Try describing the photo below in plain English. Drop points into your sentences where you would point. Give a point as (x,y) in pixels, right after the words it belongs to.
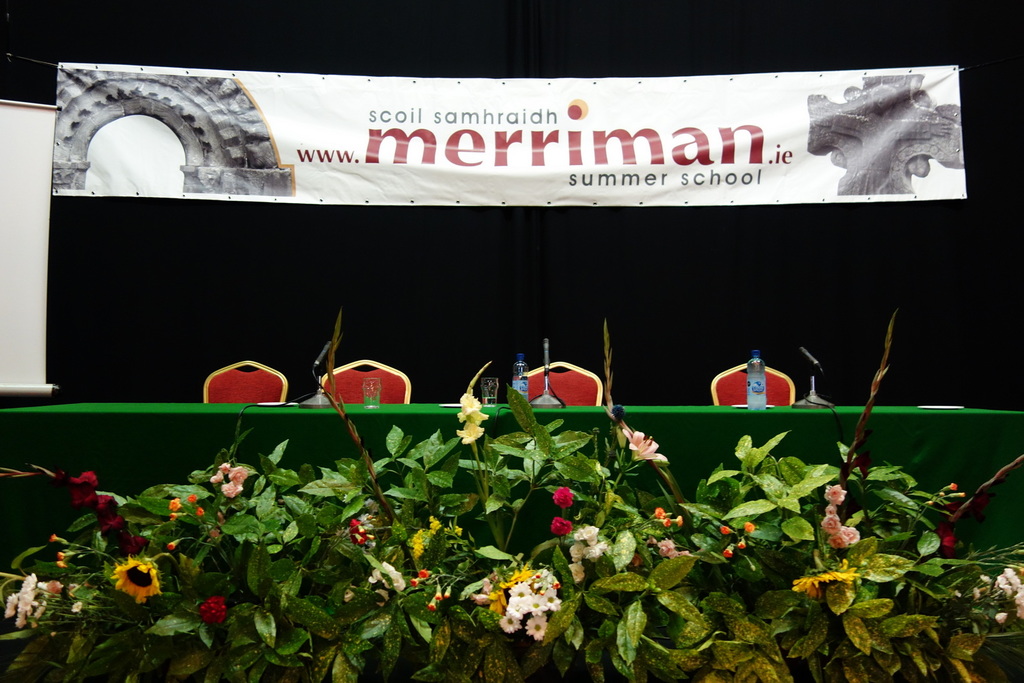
There are flower plants (727,576) in the foreground area of the image (527,404), there are bottles (516,380), glasses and mics (539,396) on the table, chairs (384,386), a poster (464,173) and curtain (483,235) in the background (420,205).
